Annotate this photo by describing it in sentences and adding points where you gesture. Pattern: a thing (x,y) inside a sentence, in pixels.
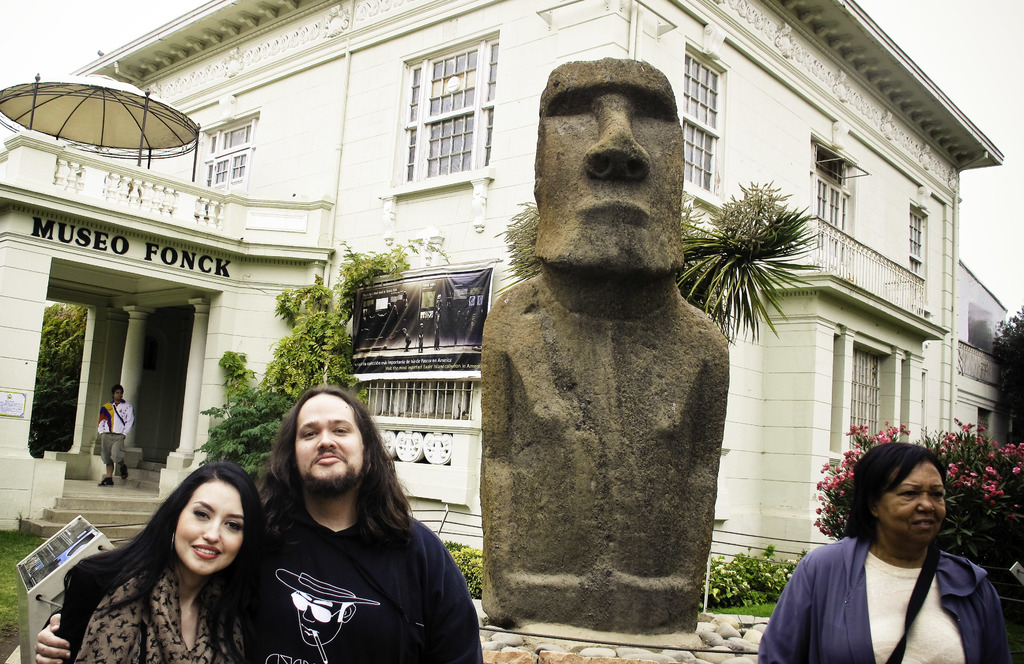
In the center of the image (497,439) we can see a statue (672,604) and three persons (816,622) are standing and they are in different costumes (174,601). In the background (763,319), we can see the sky (991,50), one building (764,334), trees (783,265), plants (248,373), flowers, grass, one person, one banner (438,364) and a few other objects (123,92).
